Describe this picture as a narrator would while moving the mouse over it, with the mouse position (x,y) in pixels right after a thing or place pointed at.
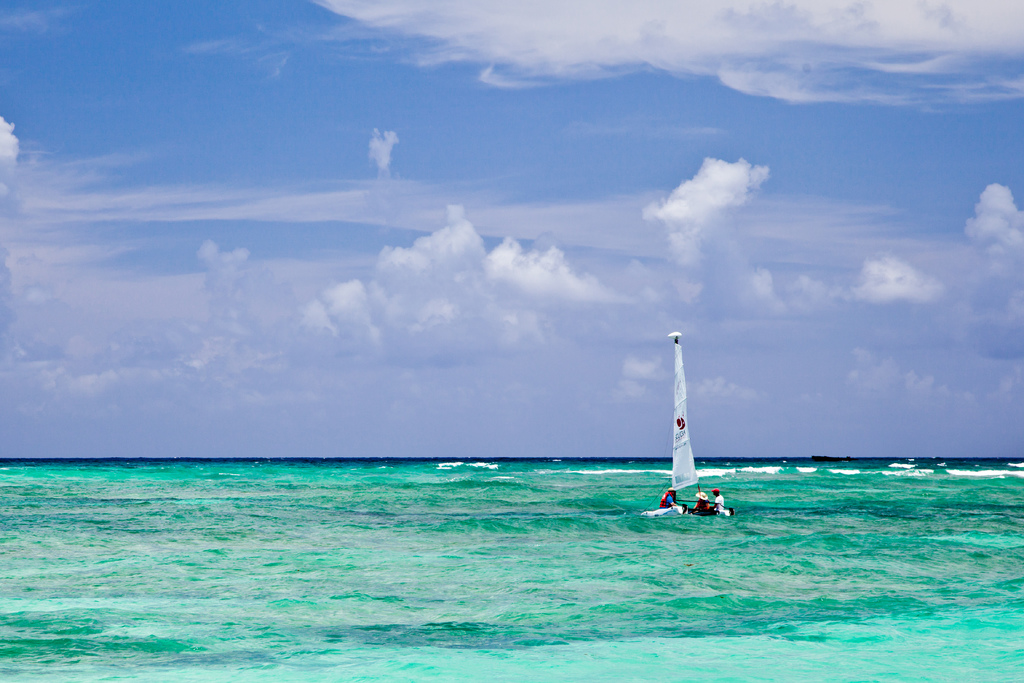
In this picture we can see a boat (734,511) on the water (636,514) with three people (704,507) sitting on it and in the background (447,451) we can see the sky (517,451) with clouds (441,255).
